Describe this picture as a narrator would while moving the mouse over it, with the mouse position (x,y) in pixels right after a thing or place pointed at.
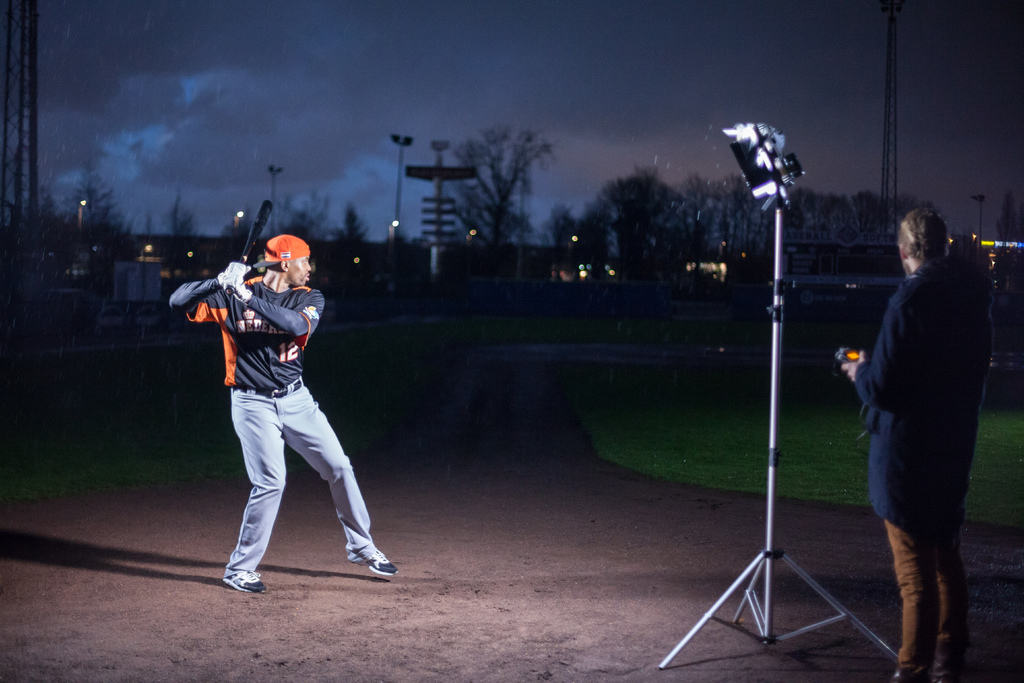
In the picture we can see a person (200,303) wearing T-shirt (260,335), cap (299,246) and shoes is holding a baseball bat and standing on the left side of the image (295,265). On the right side of the image (877,448) we can see a person (905,442) wearing a jacket (922,442) is standing and here we can see a light stand (783,147). The background of the image (541,205) is dark, where we can see the trees (495,221), light poles (16,192) and the dark sky (547,220).
